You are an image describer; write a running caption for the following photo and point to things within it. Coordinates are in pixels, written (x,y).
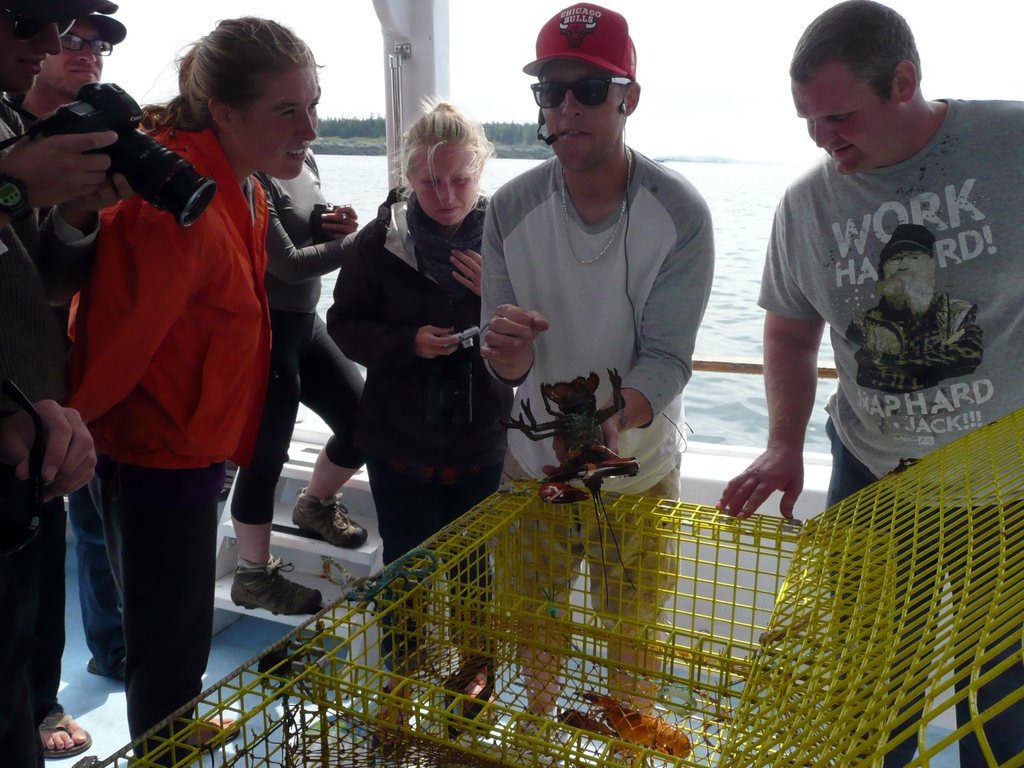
In this image, we can see some people (395,218) standing and there is a man (105,134) holding a camera (157,189), we can see a cage (867,556), in the background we can see water (714,163).
